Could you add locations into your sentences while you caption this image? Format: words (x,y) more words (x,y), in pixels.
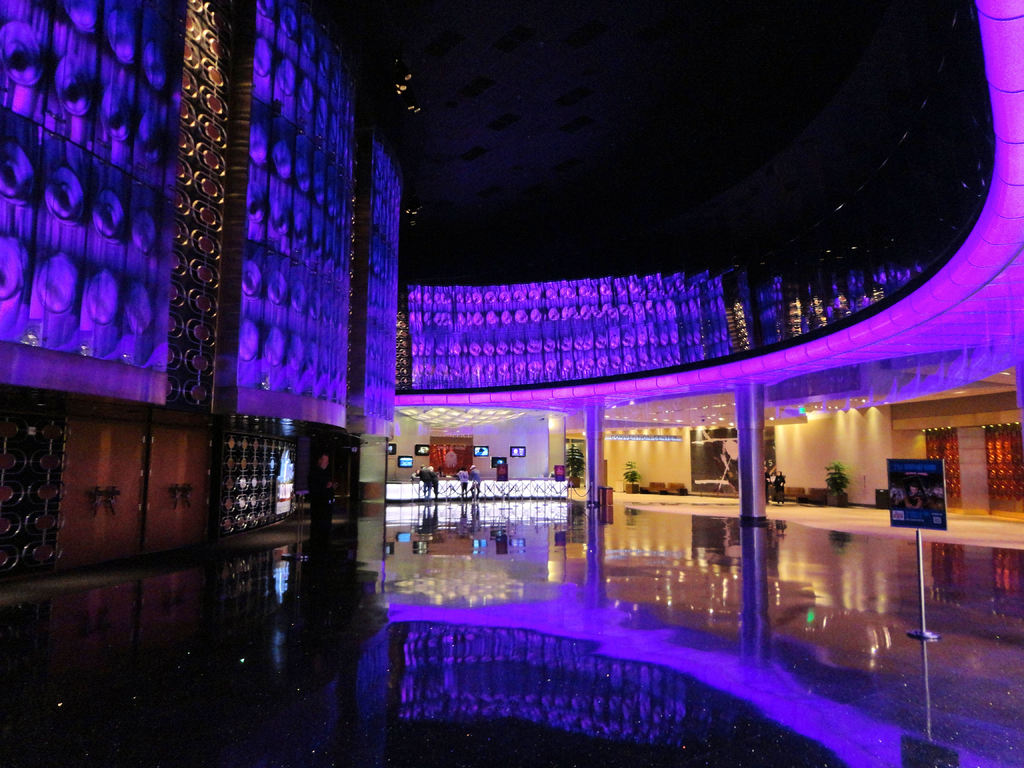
In this picture there is a building (748,247) and there are group of people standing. On the right side of the image (926,475) there are doors (957,462) and there is a board (932,491). On the left side of the image (94,507) there is a person (323,483) standing and there are doors (120,476). At the back (554,432) there are screens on the wall (529,424) and there are plants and chairs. At the top (1002,212) there are lights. At the bottom (588,656) there is a floor (606,643).
